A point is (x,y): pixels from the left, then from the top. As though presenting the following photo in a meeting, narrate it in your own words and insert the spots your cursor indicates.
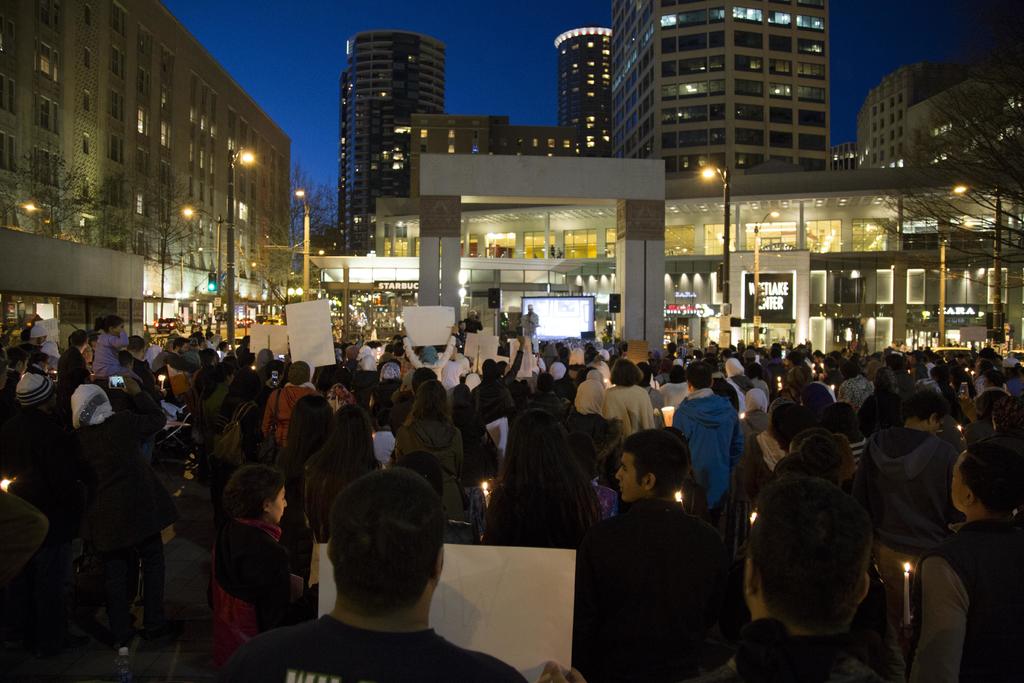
In the foreground (447,362) I can see a crowd (370,492) is holding posters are standing on the road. In the background (821,287) I can see buildings (840,293), windows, light poles (231,174) and trees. On the top (518,73) I can see the blue sky (540,75). This image is taken during night.
